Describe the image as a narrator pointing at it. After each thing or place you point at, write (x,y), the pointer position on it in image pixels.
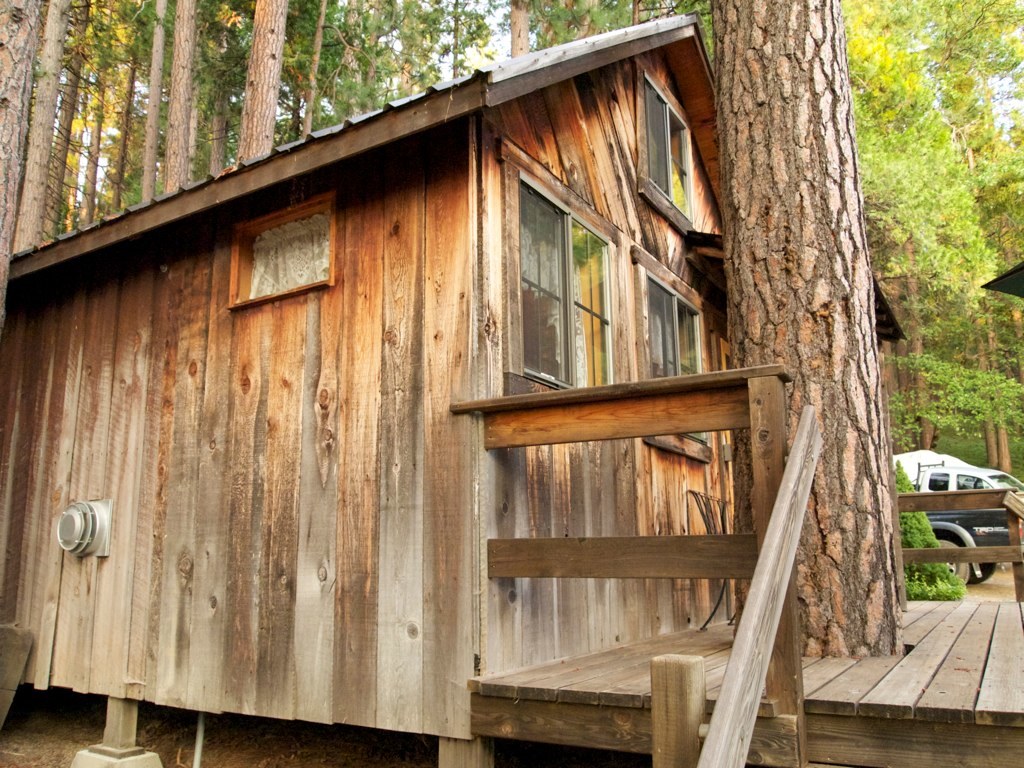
In this image I can see a shack (402,258) and on the right side of this image (796,333) I can see a tree trunk (831,222). In the background (894,72) I can see number of trees (562,40) and a vehicle (929,471).
